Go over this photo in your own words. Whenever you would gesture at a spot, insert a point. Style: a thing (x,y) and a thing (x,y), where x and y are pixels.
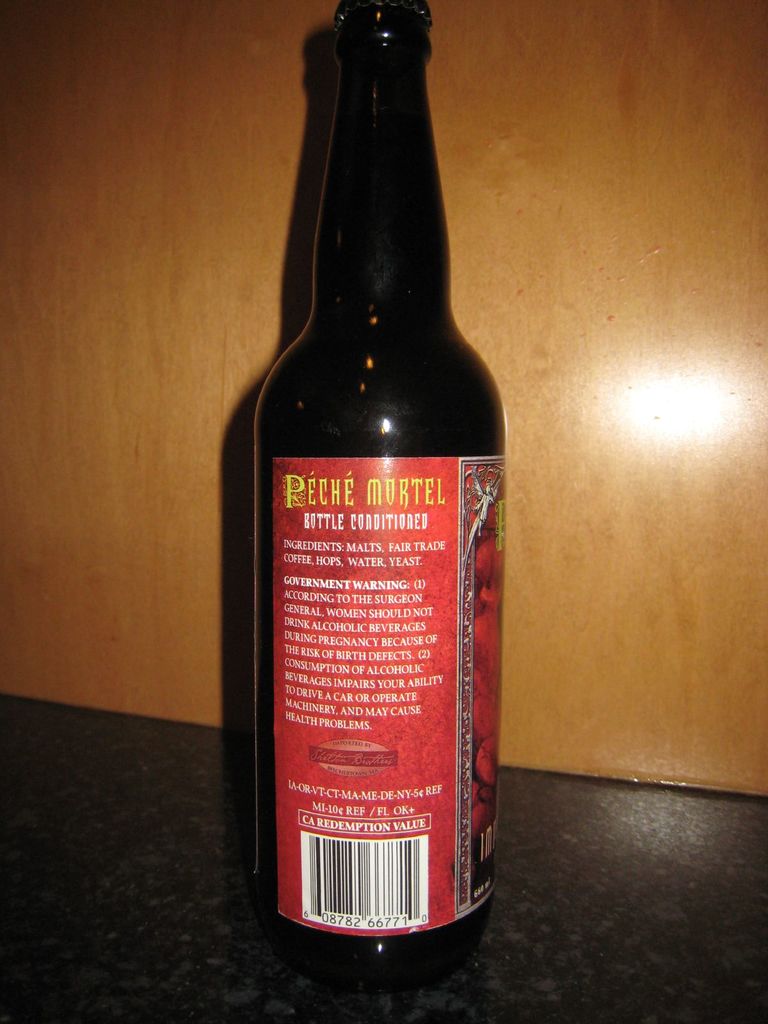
In this image we can see a bottle (456,598) with sticker (448,731) on it and in the background (521,154) we can see the wall (525,157).
